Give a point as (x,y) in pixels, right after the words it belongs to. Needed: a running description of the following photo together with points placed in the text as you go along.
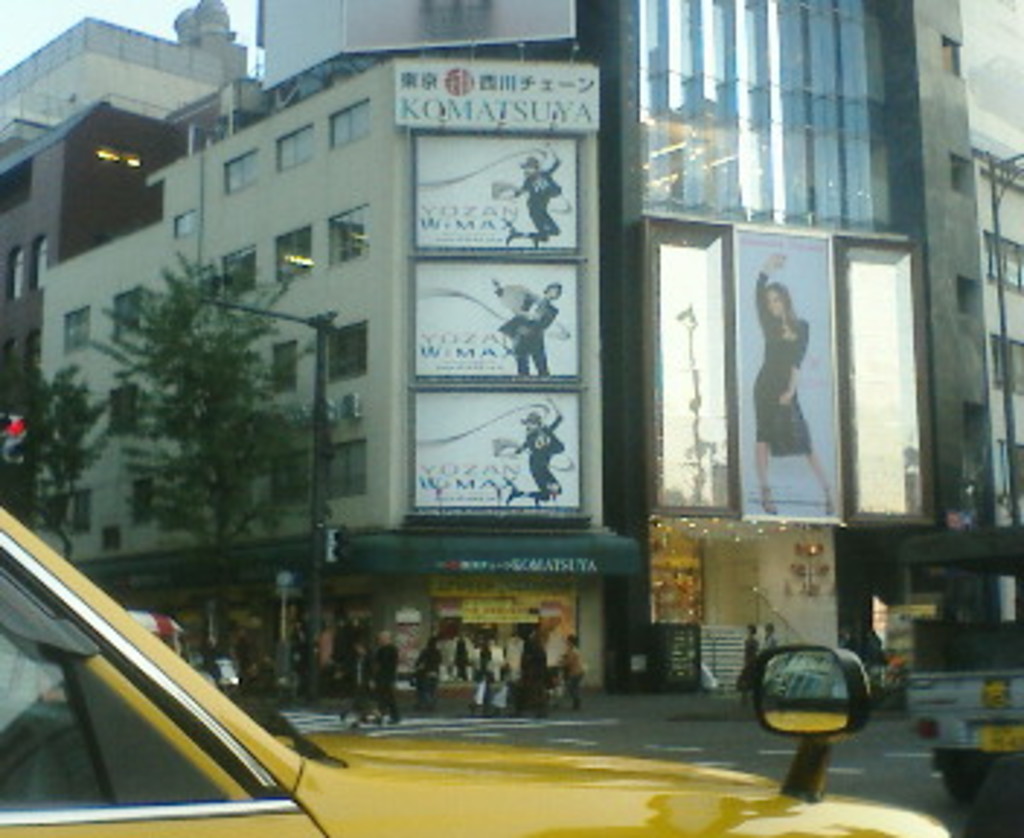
We can see vehicles (770,677) on the road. Background (76,101) we can see people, buildings (69,83), hoardings (506,145), trees (212,435) and sky (29,27).
